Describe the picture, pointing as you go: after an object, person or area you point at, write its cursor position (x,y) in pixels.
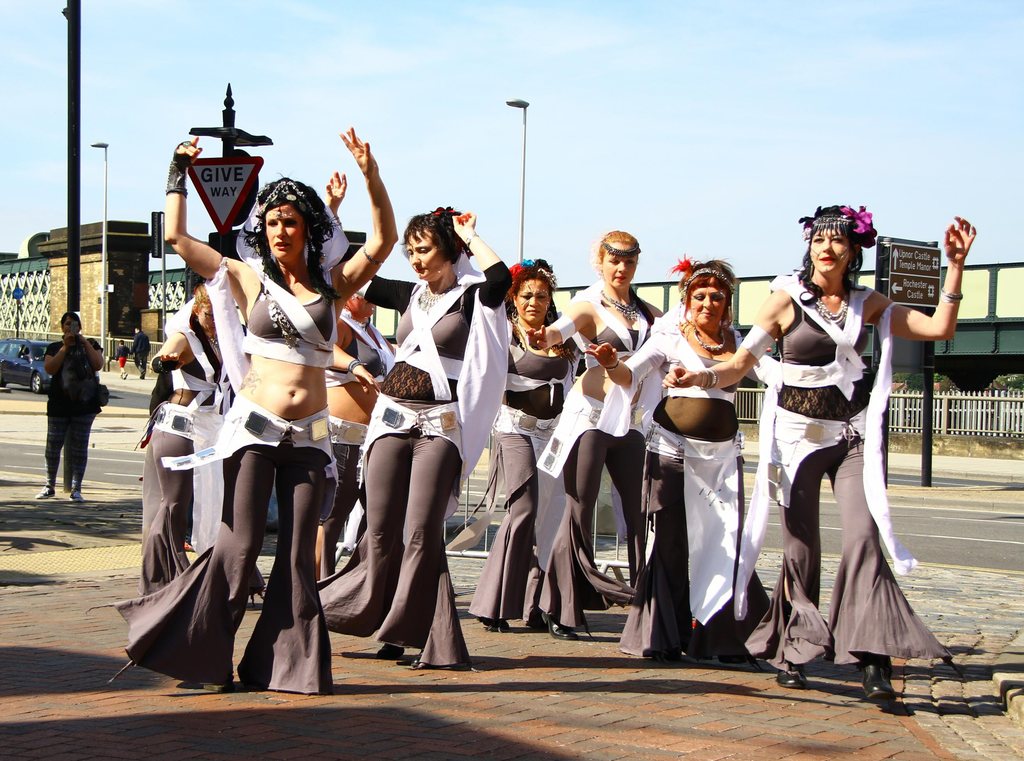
In the image I can see some women (436,598) who are wearing same dress (392,505) and behind there are some buildings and also I can see some poles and trees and boards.
